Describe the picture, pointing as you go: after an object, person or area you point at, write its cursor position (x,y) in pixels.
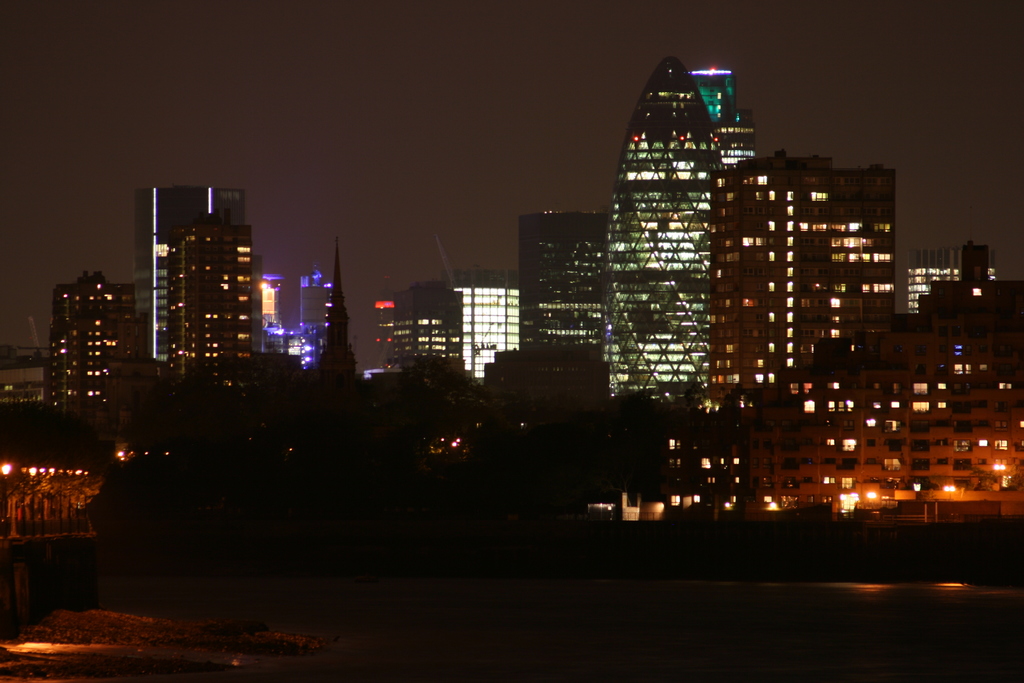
In this image I can see number of buildings (601,327) and lights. I can also see this image is little bit in dark.
